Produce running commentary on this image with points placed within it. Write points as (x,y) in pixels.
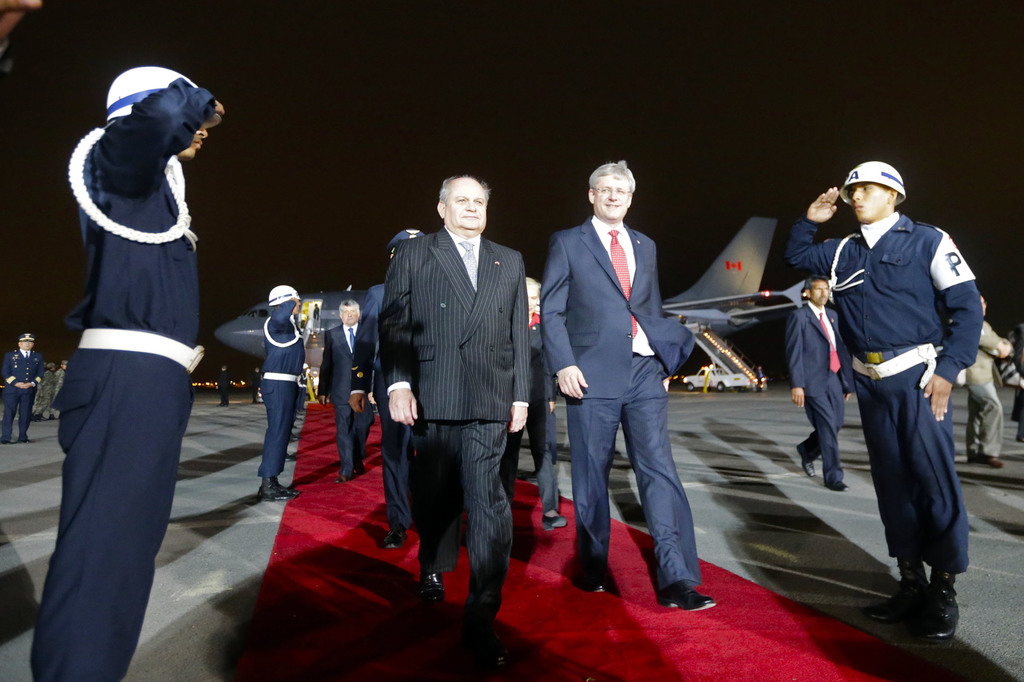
In this picture we can see ministers (476,648) walking on the red carpet (431,609). On either side of the red carpet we have people (174,161) saluting the ministers (459,217). In the background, we can see an airplane (775,308).
